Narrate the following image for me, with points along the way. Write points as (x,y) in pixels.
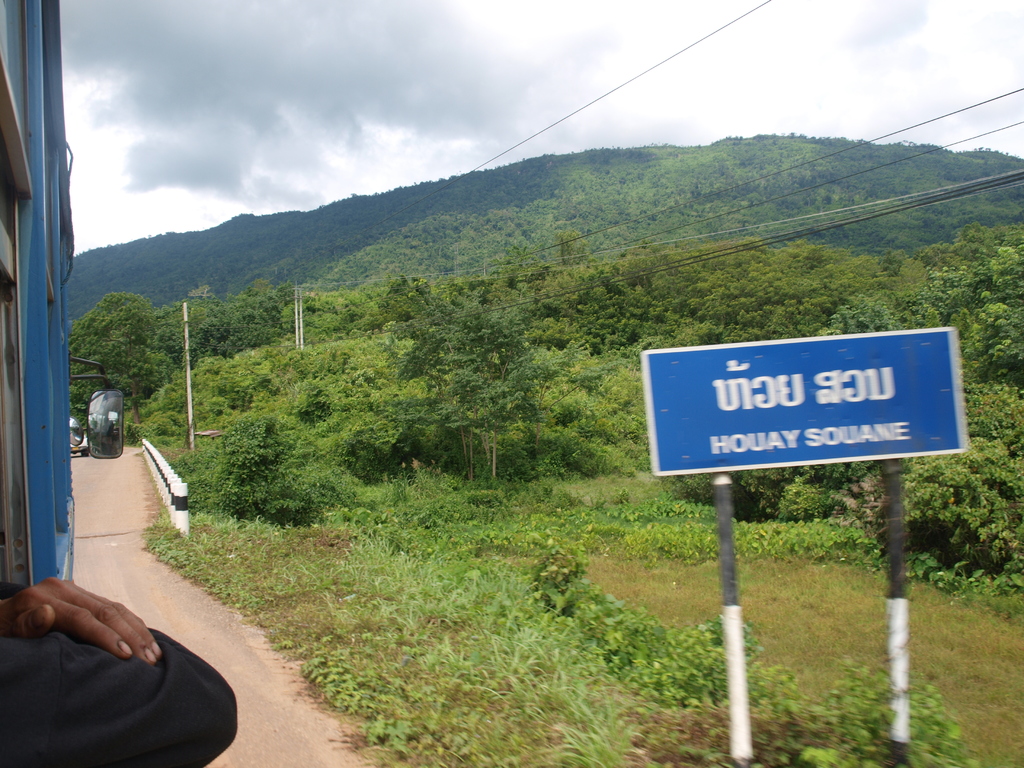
In this image I can see outside view of the road (94,582) and I can see the hill (563,188) and trees (490,420) and signboard (896,417) and power line cables (681,240) at the top (214,68) I can see the sky (492,112) on the left side (25,245) I can see a vehicle (25,305) and I can see person hand (46,597) in the vehicle (54,537).
